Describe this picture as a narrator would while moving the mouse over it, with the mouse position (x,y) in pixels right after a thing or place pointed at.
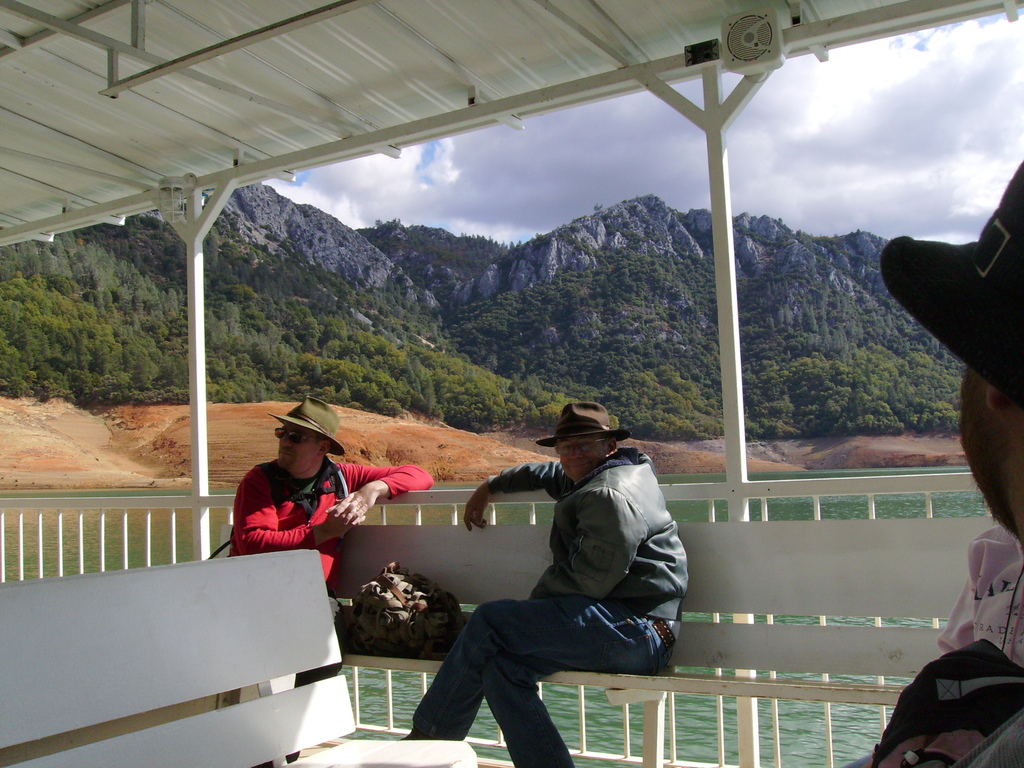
In this picture I can see there are two men (494,616) sitting and there is another person (980,626) sitting on the right side (977,451). They are wearing hats (959,318), there is a white bench (228,652) at left side (152,682). There is a river (837,505) in the backdrop (854,510), there are mountains (581,309) and they are covered with trees (538,300) and the sky (637,186) is cloudy.
